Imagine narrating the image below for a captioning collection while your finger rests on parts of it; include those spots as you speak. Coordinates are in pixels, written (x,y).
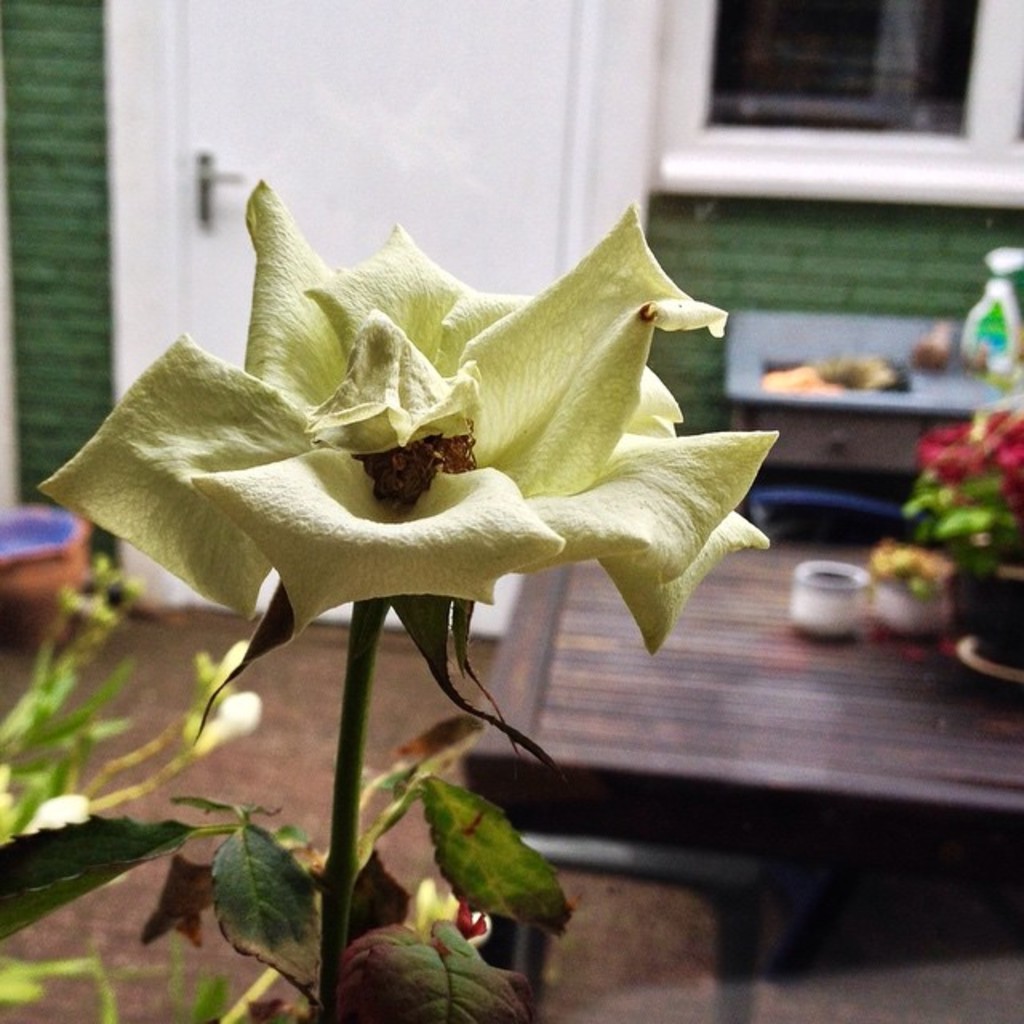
In this picture we can see a table (801,785). On the table (801,785) there is a plant (881,551). This is the flower (457,394). And there is a door (457,68). Here we can see the wall (70,112).
